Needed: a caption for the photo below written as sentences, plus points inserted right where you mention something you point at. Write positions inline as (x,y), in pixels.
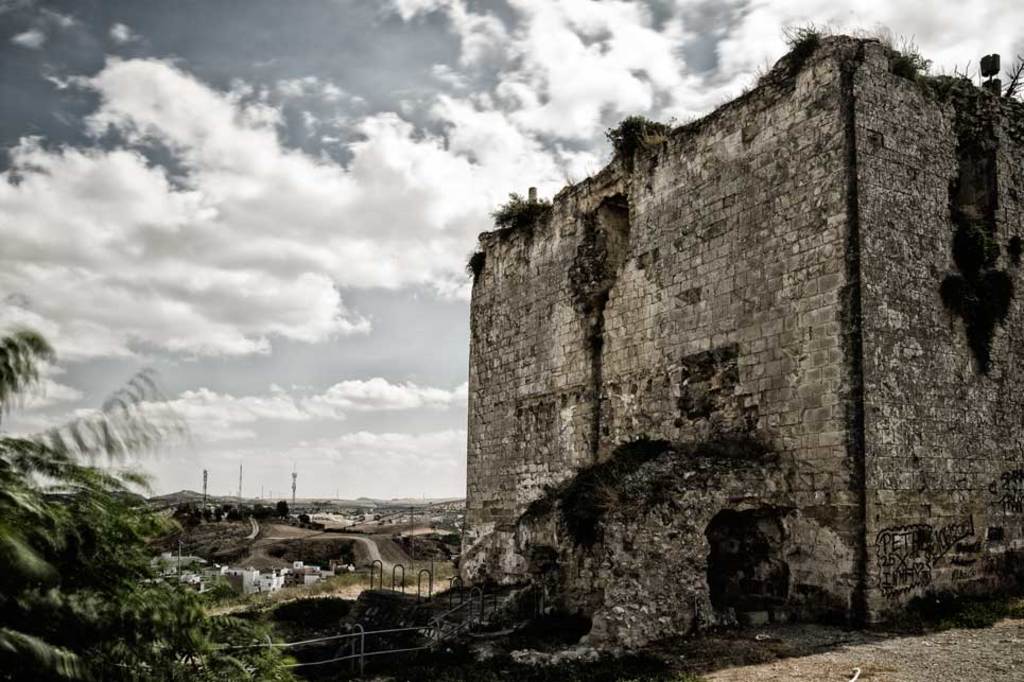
This picture is clicked outside city. On the right (831,224) there is a building (761,464). In the center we can see the metal rods (412,630) and the trees (134,598). In the background (300,373) there is a sky (313,350) which is full of clouds (323,411) and we can see the poles (294,485), buildings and trees (314,523).
